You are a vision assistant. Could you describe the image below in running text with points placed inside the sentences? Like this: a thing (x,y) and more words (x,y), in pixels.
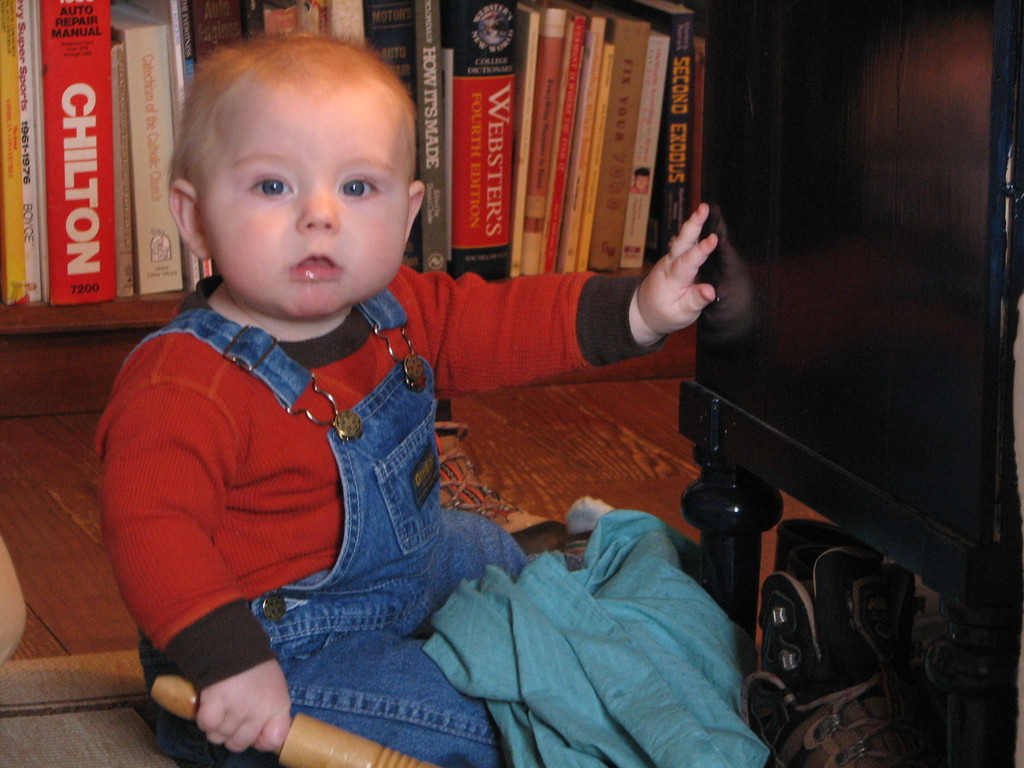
In this picture I can see a child (496,318) sitting in front (255,649) and I see that the child (280,681) is holding a thing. In the background (55,294) I can see number of books (61,225). On the right side of this picture (821,250) I can see a black color thing (860,344) and near to it, I can see a blue color cloth (657,588).
